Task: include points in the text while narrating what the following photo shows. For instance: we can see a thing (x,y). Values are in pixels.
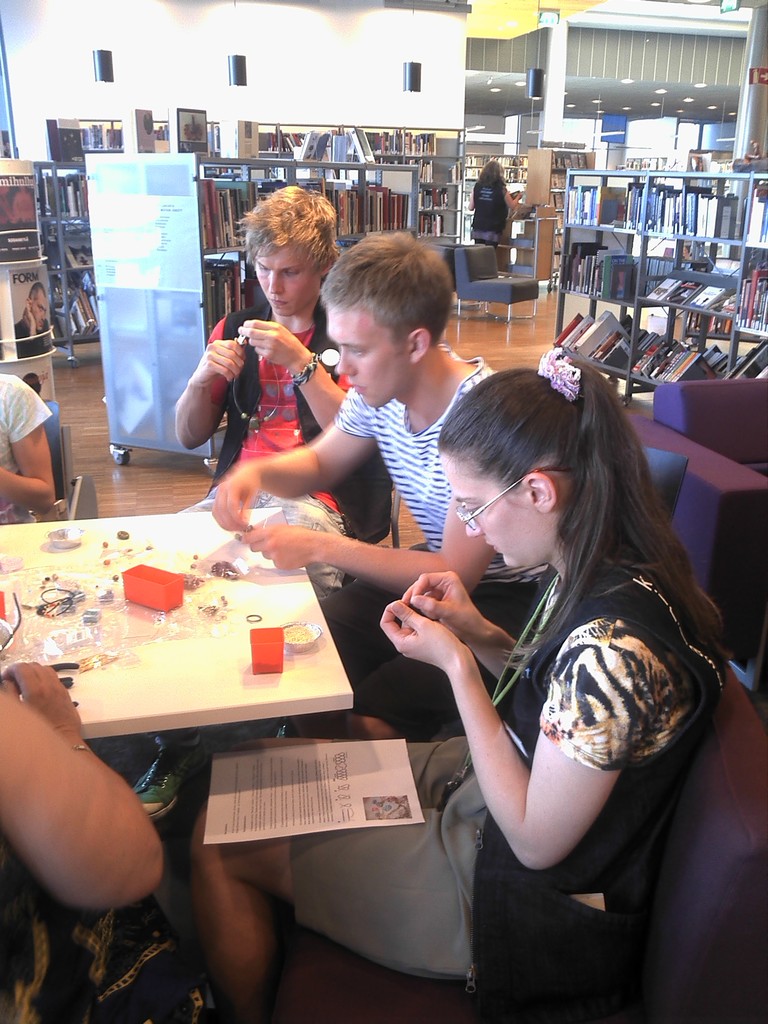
There are few people (222,914) here sitting on the chair (58,459) at the table (296,690). On the table (185,628) we can see boxes (273,664). In the background (314,159) there is a wall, books (592,214) in a bookshelf (656,236) and a light (571,107).
